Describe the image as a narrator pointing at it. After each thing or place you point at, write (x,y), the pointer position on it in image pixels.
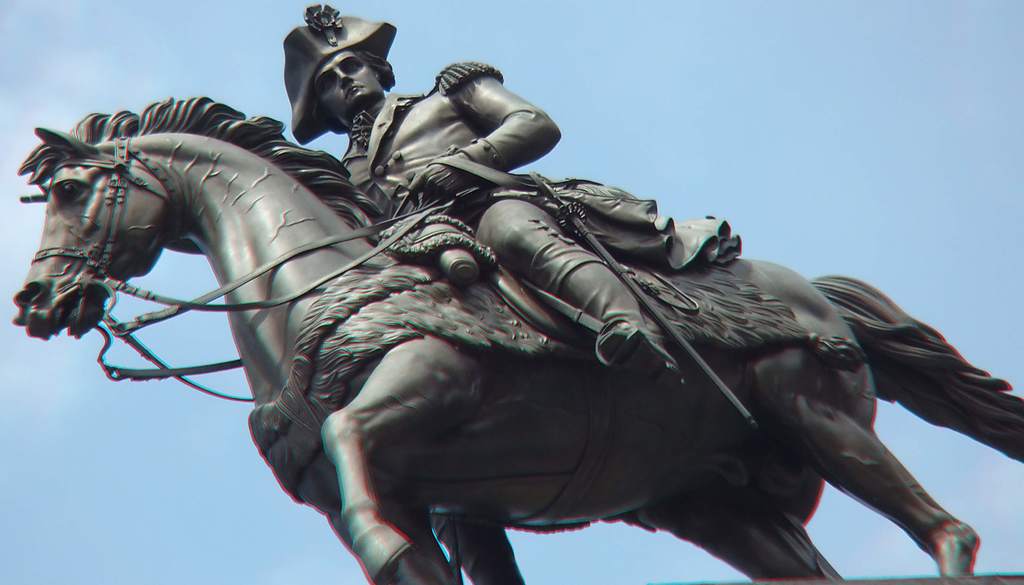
In the center of the image (464,224) we can see statue (376,248). In the background (286,95) there is sky (156,98).
